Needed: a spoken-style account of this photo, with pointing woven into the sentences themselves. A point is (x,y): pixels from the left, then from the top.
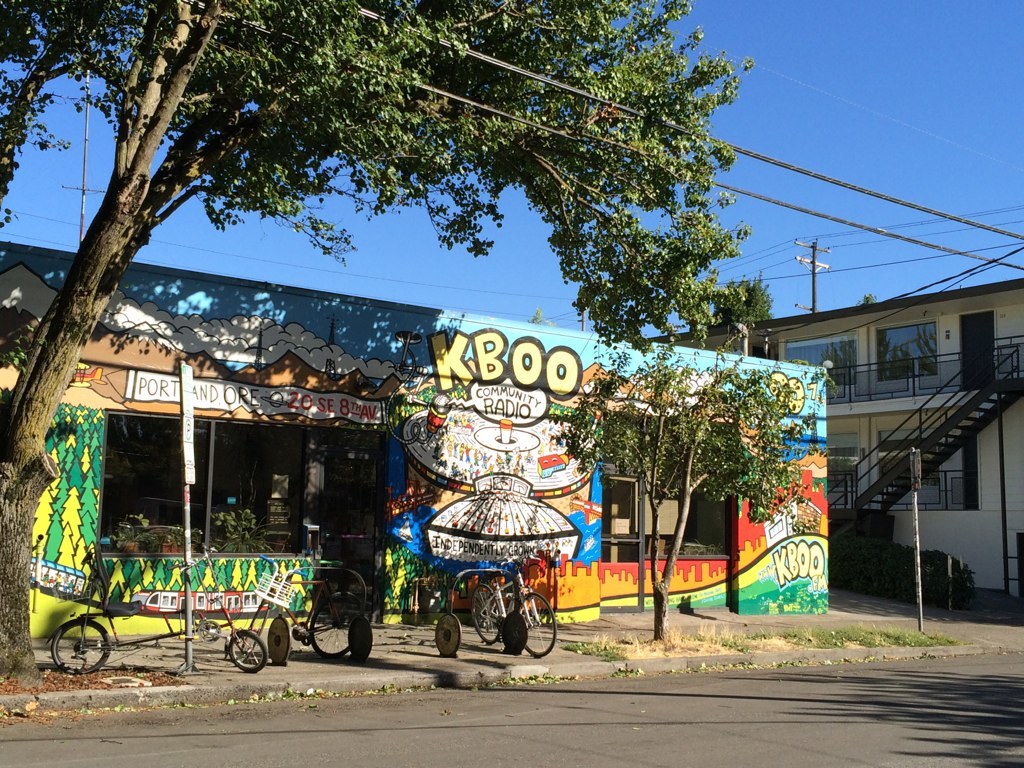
This picture is clicked outside. In the foreground (638,726) we can see the ground (416,627) and the vehicles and we can see the poles (186,406) and the buildings (966,354), staircase (968,411) and the railings (940,365), windows (835,345) of the building (996,552) and we can see the green leaves (939,568), grass (889,630), trees (9,630), we can see the text (460,354) and some pictures (86,353) on the wall (786,531) of the building (282,337) and we can see many other objects (276,526). In the background (833,64), we can see the sky (835,175), cables (820,215) and poles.
